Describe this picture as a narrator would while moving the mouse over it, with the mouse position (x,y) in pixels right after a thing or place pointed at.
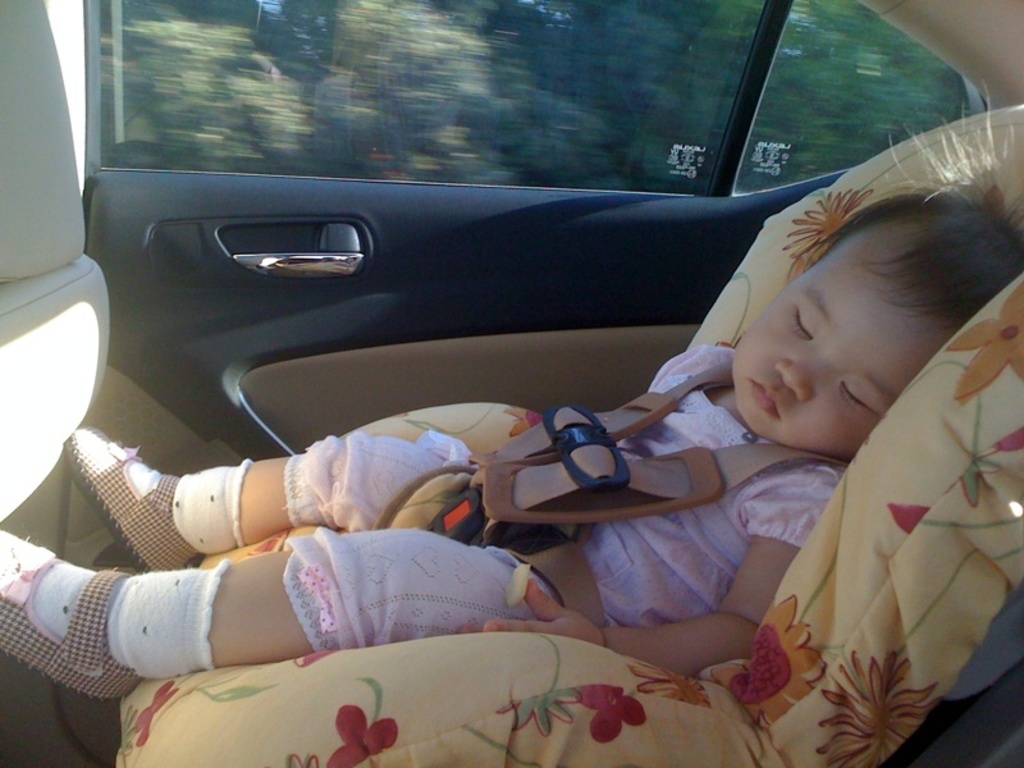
In the center of the image (350,452) we can see baby (425,533) sleeping in a car (220,135).
